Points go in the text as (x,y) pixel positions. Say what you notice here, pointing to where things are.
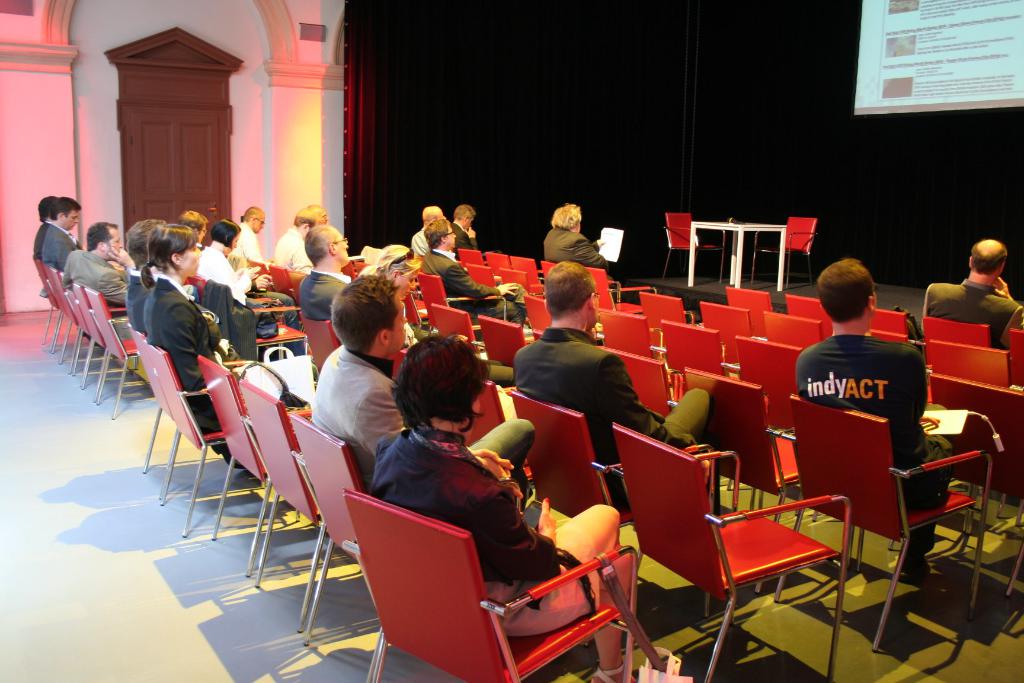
In this current picture, there are many members (354,352) sitting in the chairs (595,487) in front of a dais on which there is a table (740,240) and a chairs (678,231). We can observe a projector screen display (943,57) here. In the background (181,125) there is a door (188,150) and a pillar (296,121) here. There are some women (192,272) and men (374,429) in this group (352,335).
